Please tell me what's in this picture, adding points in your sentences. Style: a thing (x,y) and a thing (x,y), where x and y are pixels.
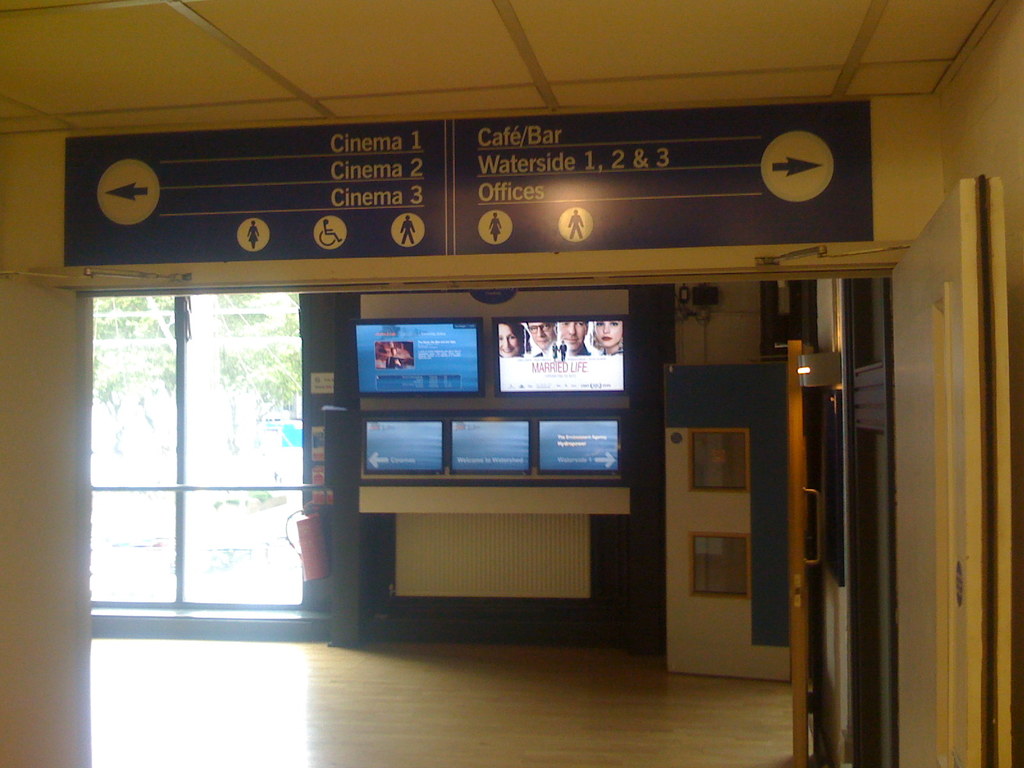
In this image in the center (439,349) there are two televisions (469,339) and three monitors (516,458), on the top of the image (364,46) there is ceiling (888,94) and some boards (742,198). On the right side (747,539) there are some doors (766,465) and some pipes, at the bottom (452,701) there is a floor (284,683) and on the left side (124,492) there is a window (229,560). And in the background (310,545) there are some trees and also there is one cylinder (323,539).
